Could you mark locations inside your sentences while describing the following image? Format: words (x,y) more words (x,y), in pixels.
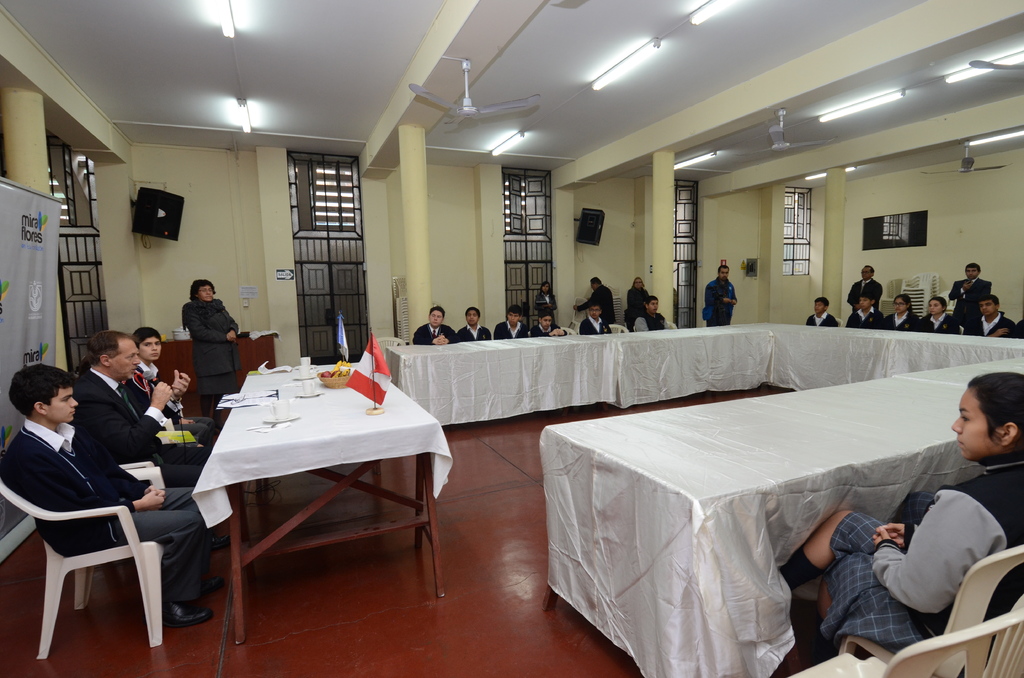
On the left side of the image (299,382) there is a table (309,428) with flags (355,381), a bowl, cups (302,369) and some other things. In front of the table (220,436) there are a few people (103,372) sitting on the chairs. Behind them there is a banner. On the right side of the image (718,332) there are tables (767,341). Behind the tables (447,376) there are many kids (1014,401) sitting on the chairs (861,643) and also there are few people (632,289) standing. And also there are empty chairs (903,291). Behind them in the background (622,193) there are pillars (661,198) and walls (717,229) with glass windows (507,239) and speakers (589,232). At the top of the image (394,112) there is ceiling (915,98) with lights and fans (1015,66).
